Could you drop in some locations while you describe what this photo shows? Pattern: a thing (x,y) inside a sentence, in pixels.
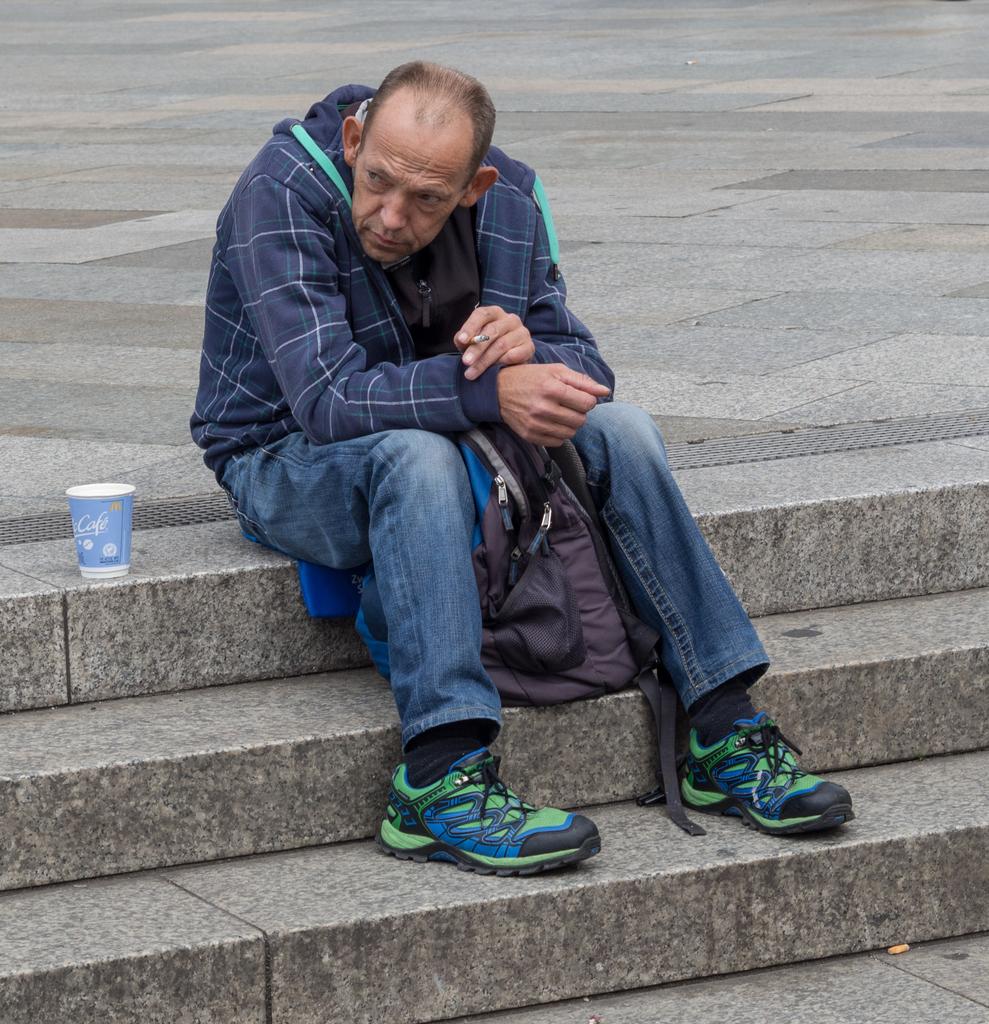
In this image, we can see a person (627,518) sitting and holding a cigarette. We can also see a bag (517,467). We can also see a cup (79,497). We can also see the stairs (965,984) and the ground (867,351).
